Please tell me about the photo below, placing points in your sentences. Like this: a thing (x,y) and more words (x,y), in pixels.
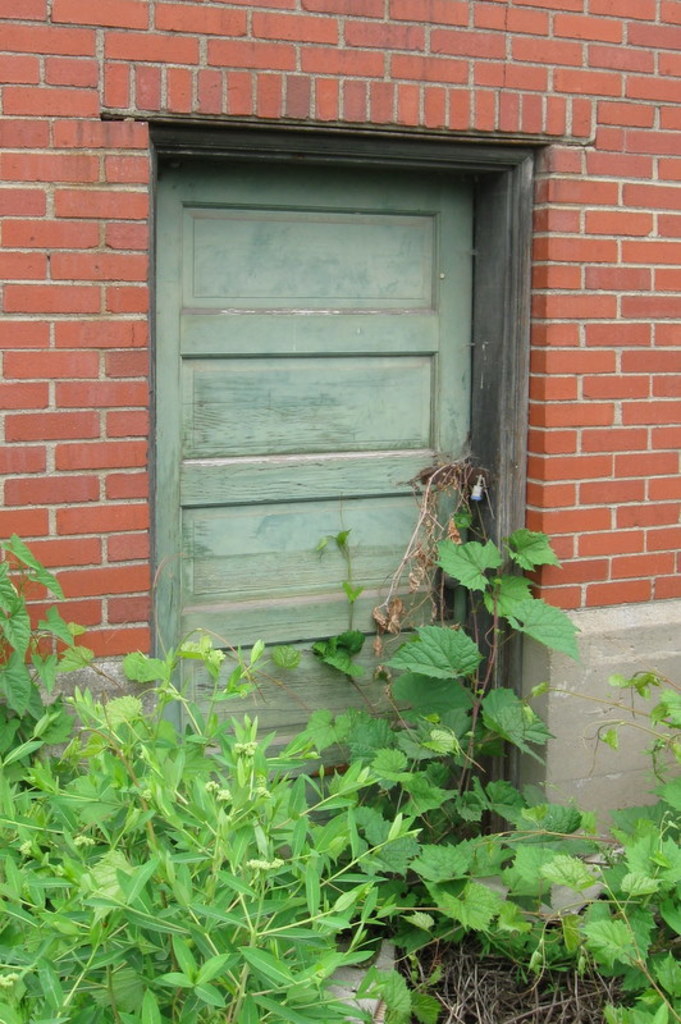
In the given image i can see a wooden door (327,288), wall (120,211) and plants (355,749).
